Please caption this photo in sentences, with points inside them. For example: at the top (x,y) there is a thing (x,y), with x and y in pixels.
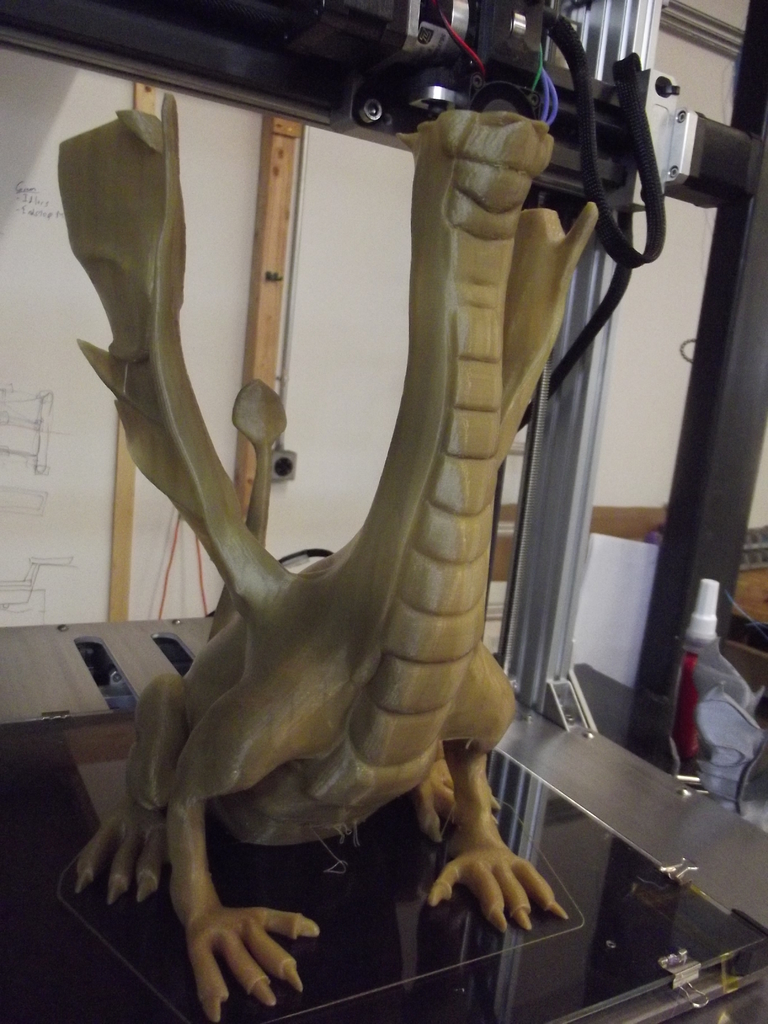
Here I can see a sculpture (266,505) of an animal (346,699) which is placed on a glass (387,960). In the background (557,437) there are two metal poles (691,379) and few objects (724,658). On the left side (34,405) there is a board (34,405) on which I can see some text (26,213) and drawings (13,515). At the top of the image (364,60) there is a machine tool (411,54).
